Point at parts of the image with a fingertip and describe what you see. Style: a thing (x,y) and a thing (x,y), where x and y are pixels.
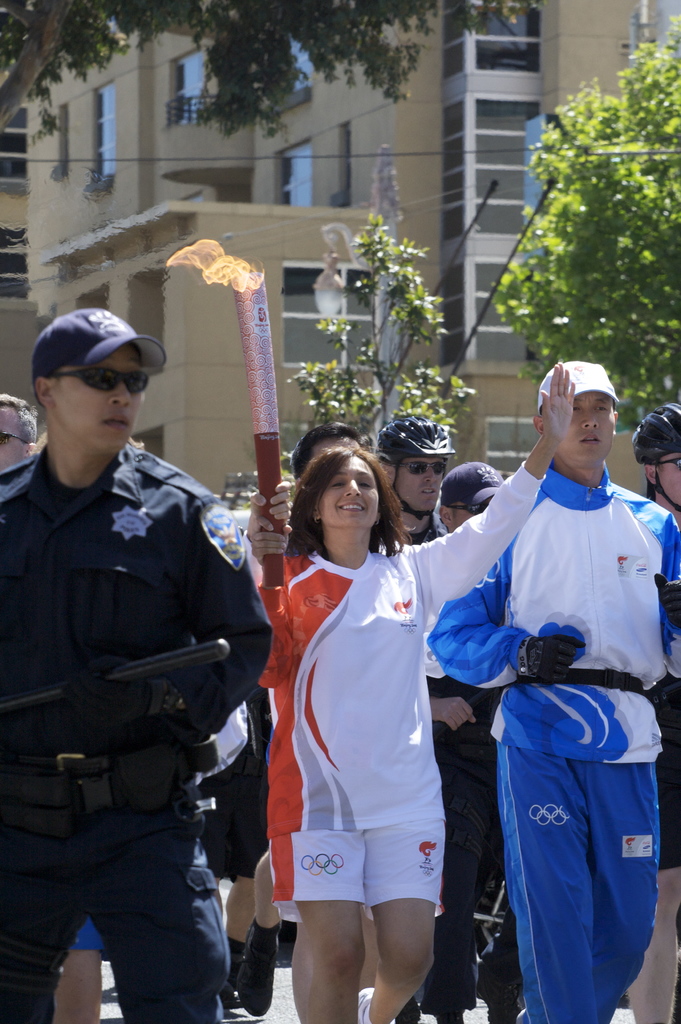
In this image we can see some people (449,747) and among them a woman (411,684) is holding a torch (238,301) and in the background (317,272), we can see a building (208,292) and few trees (649,267).
